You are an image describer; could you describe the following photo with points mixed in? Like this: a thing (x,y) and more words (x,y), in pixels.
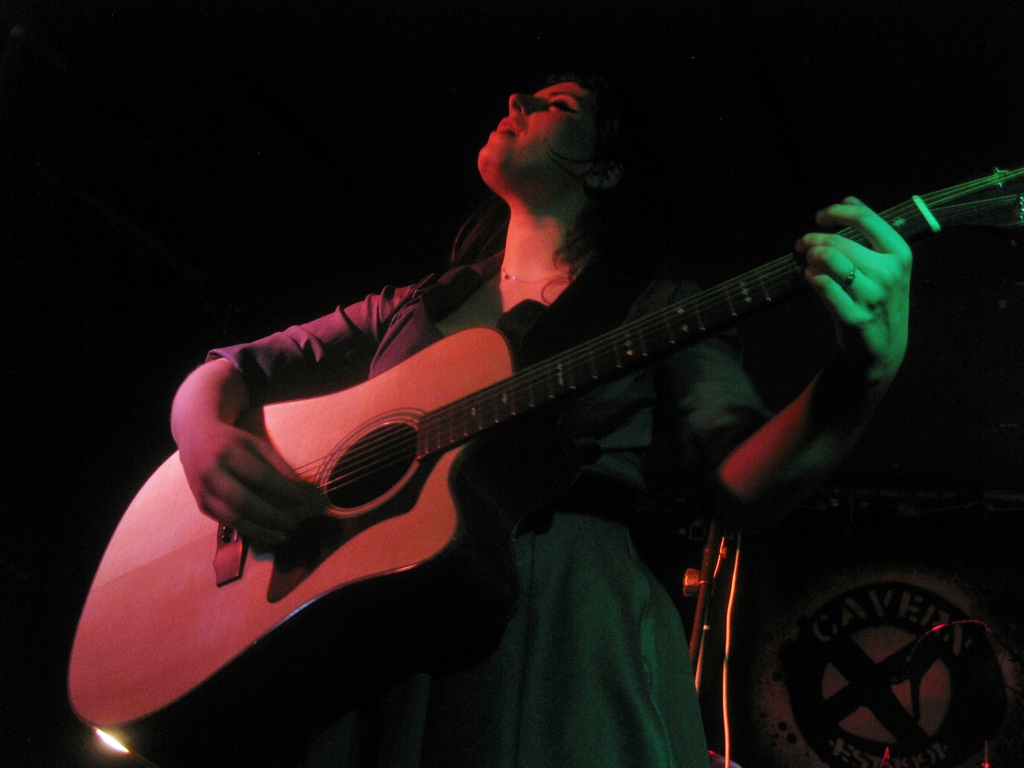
there is a woman (330,318) playing guitar (896,226).
